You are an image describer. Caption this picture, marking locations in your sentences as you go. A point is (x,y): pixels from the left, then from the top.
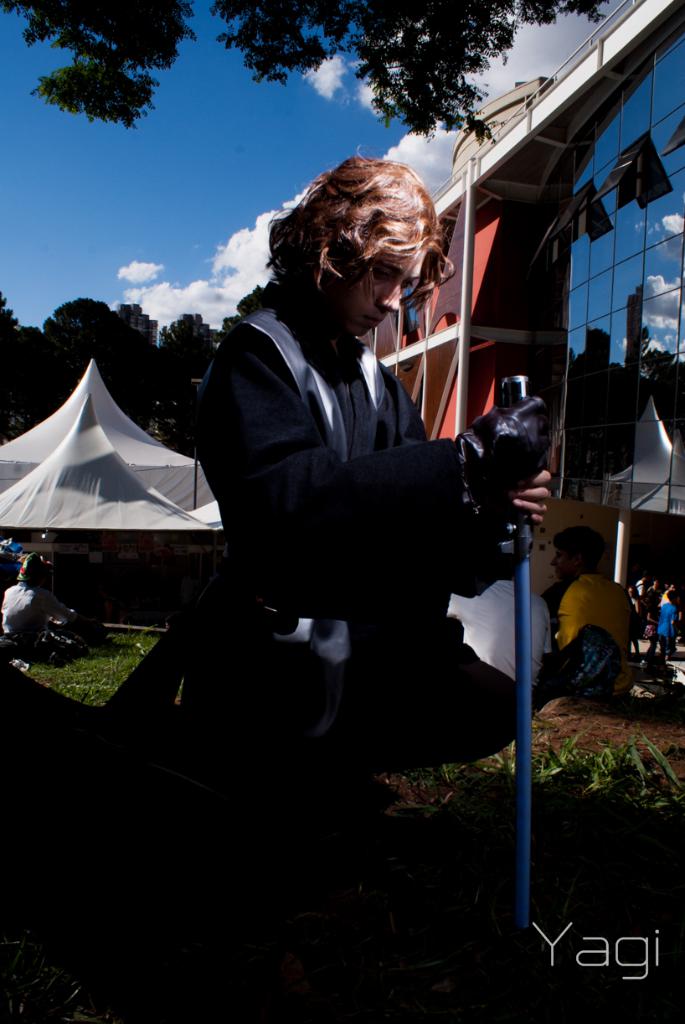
In the middle of this image (423,443), there is a person (363,347) holding a blue color stick (523,563) with a hand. On the bottom right (640,939), there is a watermark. In the background (565,301), there are trees (506,47), persons (666,650), a building (673,275), tents (135,522), grass (644,761) and there are clouds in the sky (167,224).
